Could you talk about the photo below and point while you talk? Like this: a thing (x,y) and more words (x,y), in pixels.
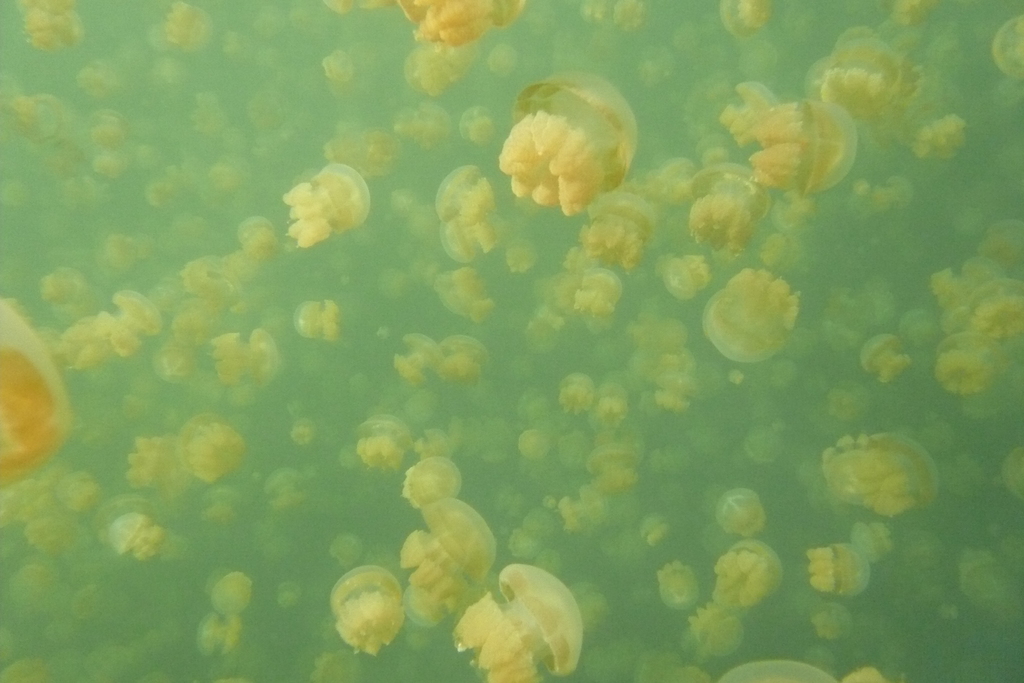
In this image we can see some jellyfish (696,282) in the water (394,276).
